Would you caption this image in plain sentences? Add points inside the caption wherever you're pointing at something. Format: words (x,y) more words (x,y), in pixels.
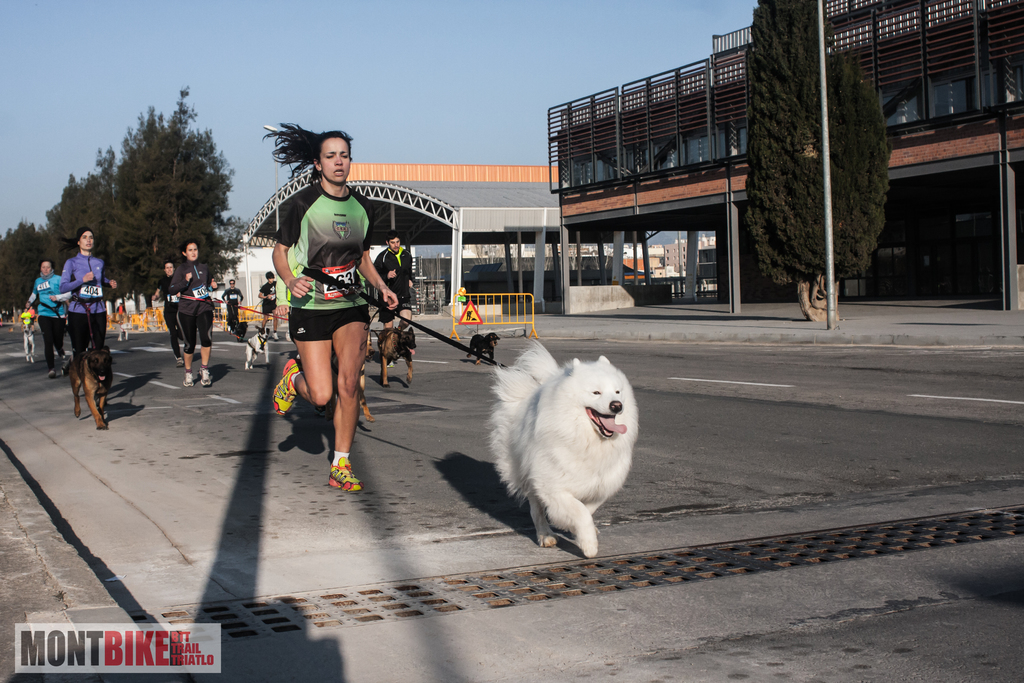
In the image in the center (352,245) we can see few people (306,293) were running on the road (395,388) and they were holding belts (393,305), which were tied to the dogs (600,384). On the bottom left (106,654), we can see watermark (120,656). In the background (51,52) we can see the sky (445,44), trees (844,129), poles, buildings (614,190), sign boards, wall (600,296), fence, road (240,590) etc.
